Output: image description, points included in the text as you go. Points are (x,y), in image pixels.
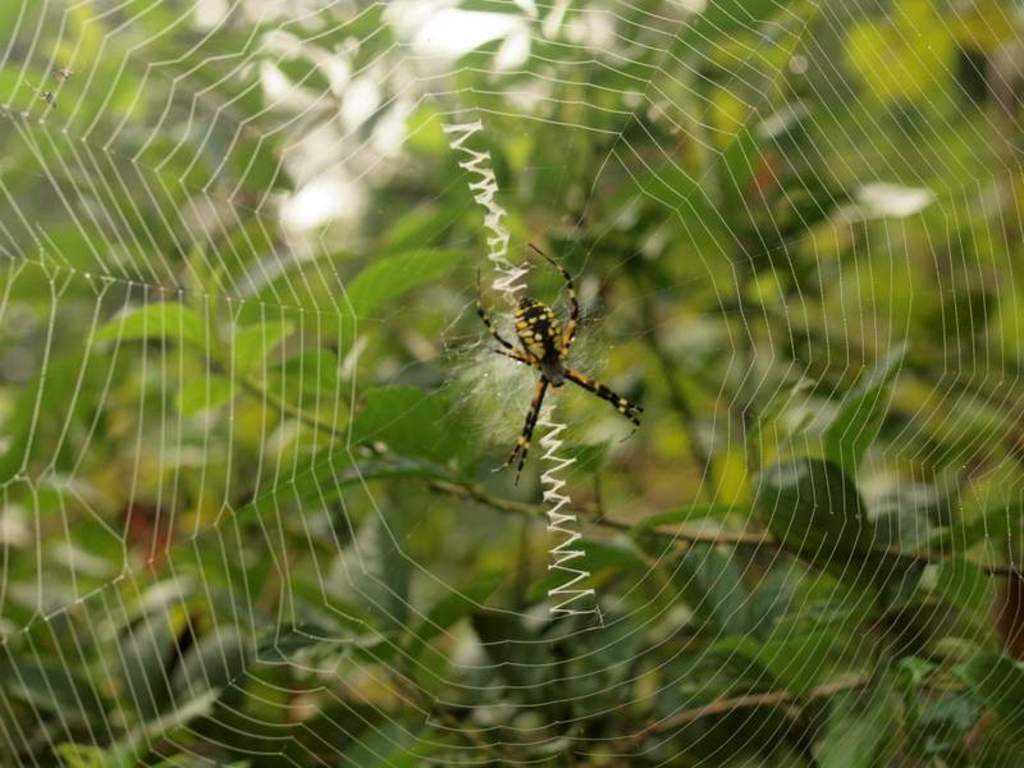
In the middle of the picture (619,395), we see a spider (555,360) in black and yellow color. It is creating its web (502,368). In the background (334,650), we see the trees (923,433). This picture is blurred in the background (758,644).
